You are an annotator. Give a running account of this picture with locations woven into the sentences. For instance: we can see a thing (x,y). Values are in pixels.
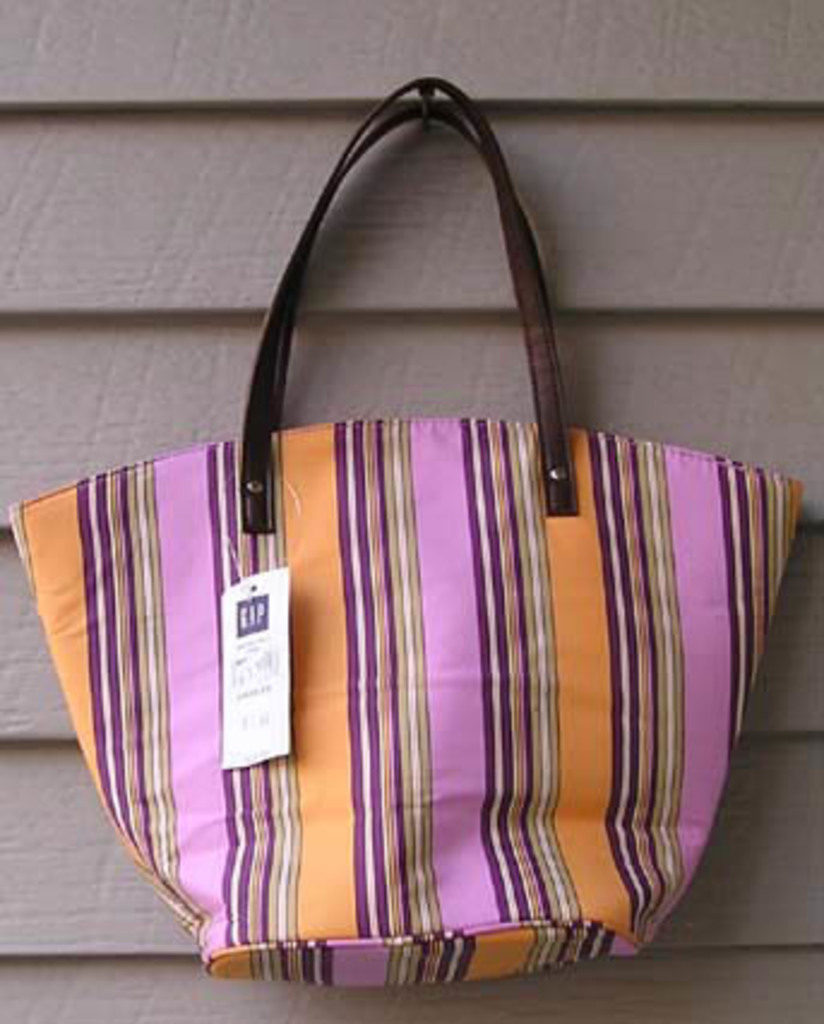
In this picture we can see a pink, brown color lines bag (456,610) with price tag (267,636) to it and this is placed or hooked to wall (357,87).
